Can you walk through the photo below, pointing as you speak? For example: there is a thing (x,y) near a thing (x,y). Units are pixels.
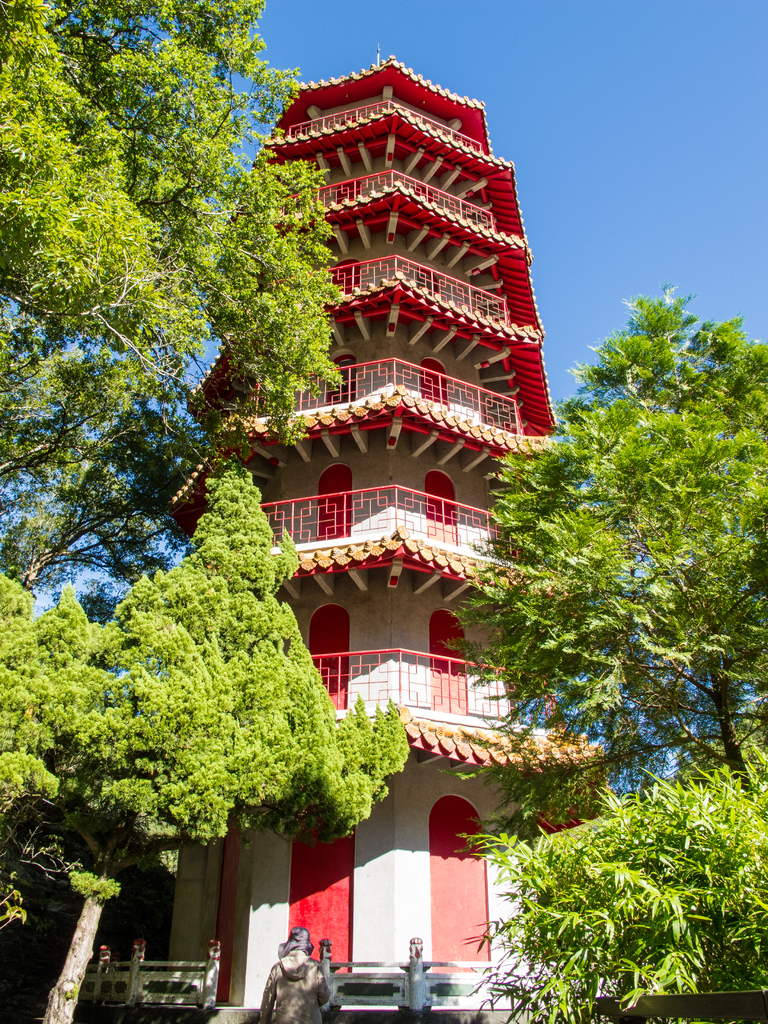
On the middle (406,514) it's a big structure (410,675) and there are green trees (201,325). At the top (658,286) it's a blue color sky (641,197).
